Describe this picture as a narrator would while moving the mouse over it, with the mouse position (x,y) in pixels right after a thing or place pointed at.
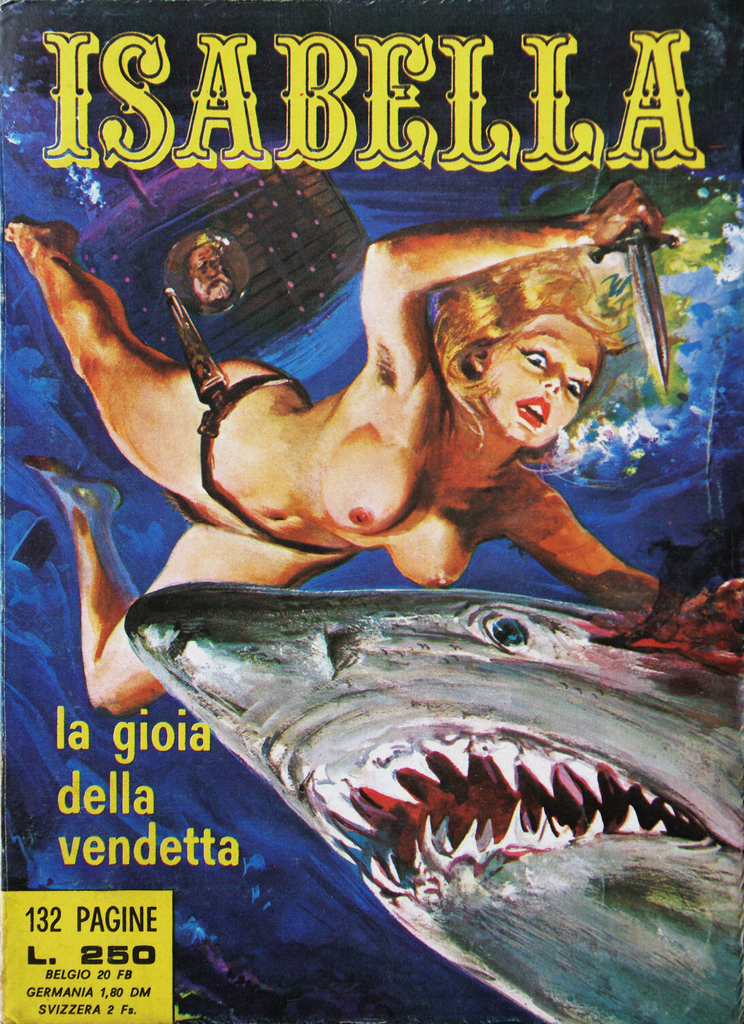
In the picture I can see the poster (364,285). On the poster (364,285) I can see a woman (491,363) and a water animal (526,663). I can see the text (565,42) at the top (387,127) and at the bottom of the picture (76,779).
